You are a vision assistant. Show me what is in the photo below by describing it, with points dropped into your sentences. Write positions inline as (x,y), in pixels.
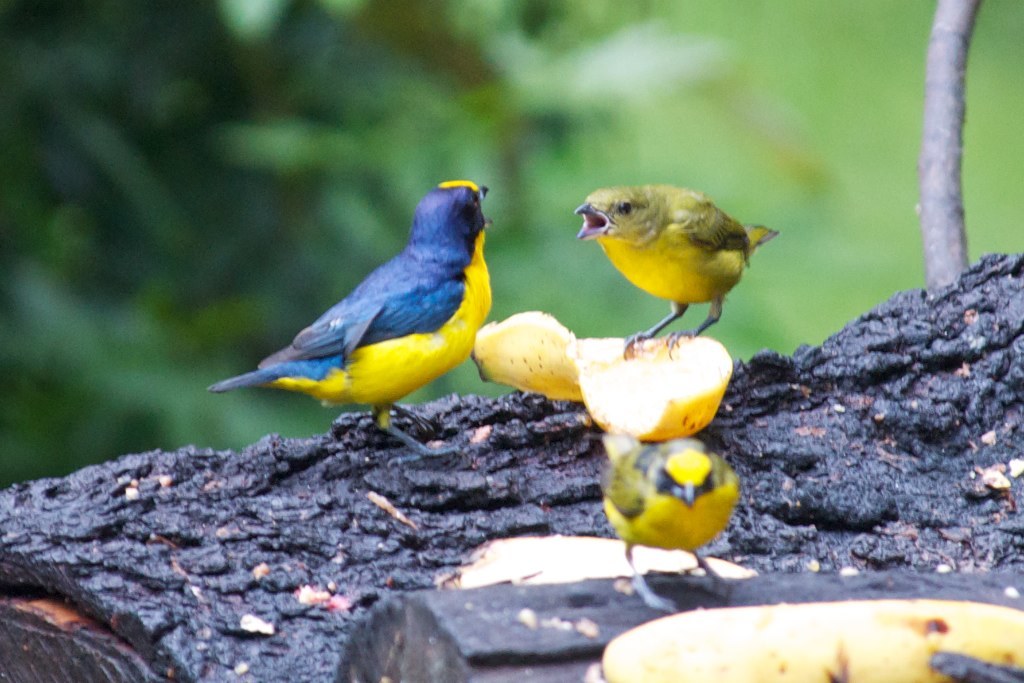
In this image there are birds (613,478) standing on a tree trunk (337,541). There is a bird (657,220) standing on a banana peel (673,379). In the bottom right (771,635) there is a banana (860,641). The background (354,99) is blurry.
